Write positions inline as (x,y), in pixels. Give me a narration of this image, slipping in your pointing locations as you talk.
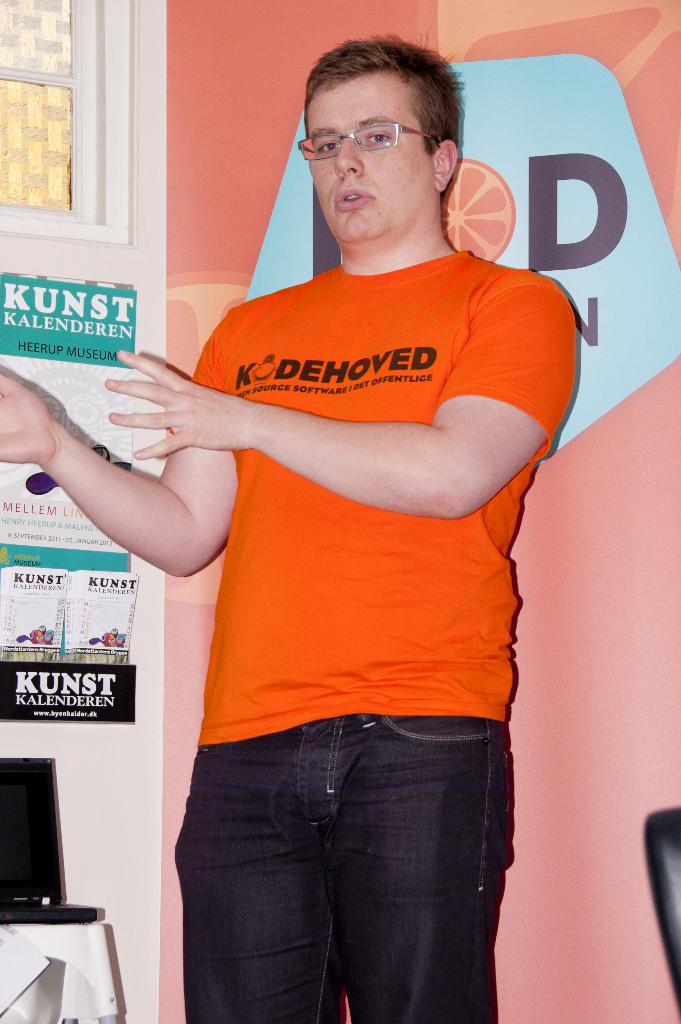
In the center of the image (400,452) we can see a man (346,475) standing. On the left (65,978) there is a table (58,989) and we can see a laptop (51,905) placed on the table (56,968). In the background (582,112) there is a board (58,400) placed on the wall (85,899) and we can see a window (69,181).
